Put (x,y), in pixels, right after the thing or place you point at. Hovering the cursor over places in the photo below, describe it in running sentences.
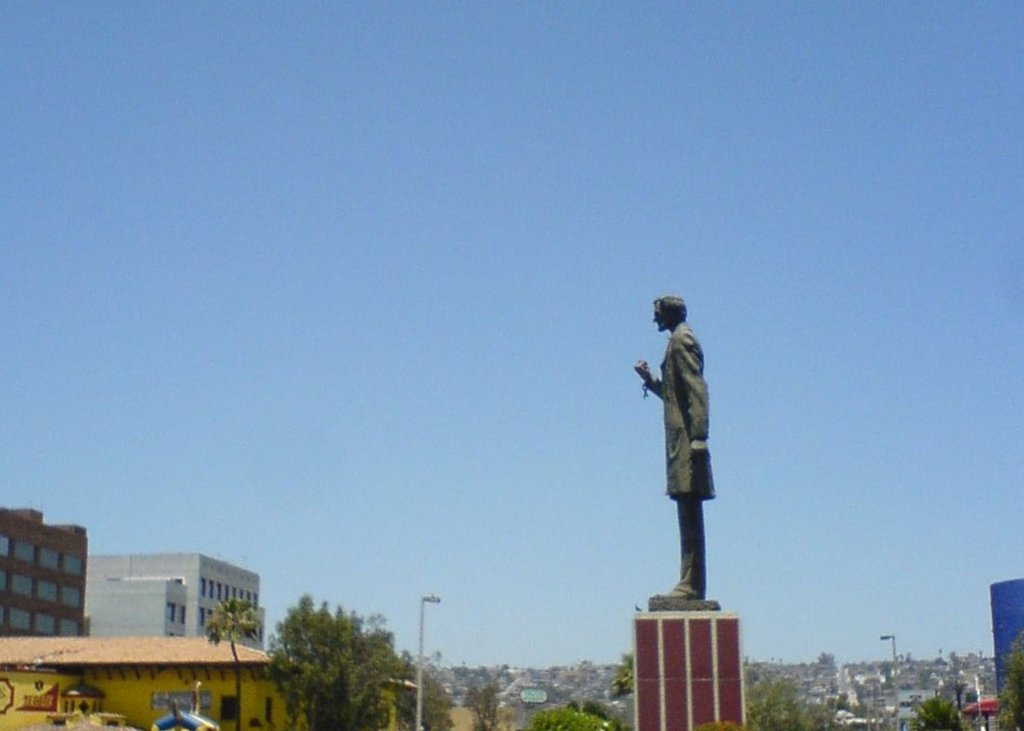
In this picture we can see the clear blue sky (461,387). Far we can see buildings (790,672). On the left side of the picture (252,579) we can see buildings (87,555) and a house roof top (140,664). In this picture we can see trees (1016,666), light poles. On a pedestal (682,664) we can see the statue (658,382) of a man (689,421).
